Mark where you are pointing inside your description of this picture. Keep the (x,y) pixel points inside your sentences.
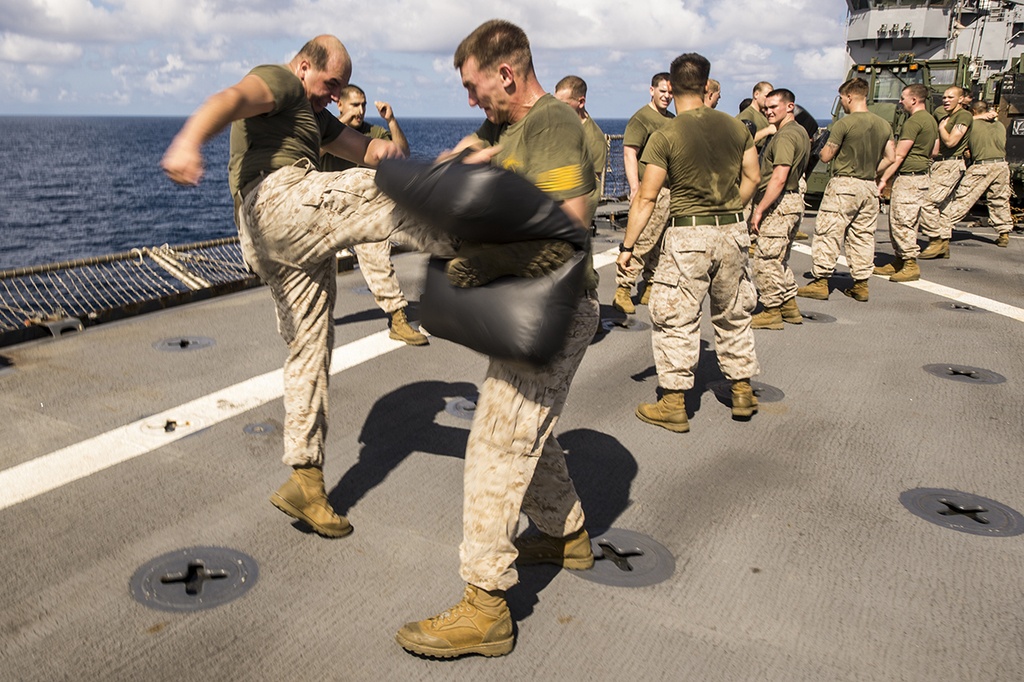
In this image, we can see some soldiers (687,248) standing, we can see water (21,215), at the top (145,5) there is a sky (145,5) which is cloudy.
